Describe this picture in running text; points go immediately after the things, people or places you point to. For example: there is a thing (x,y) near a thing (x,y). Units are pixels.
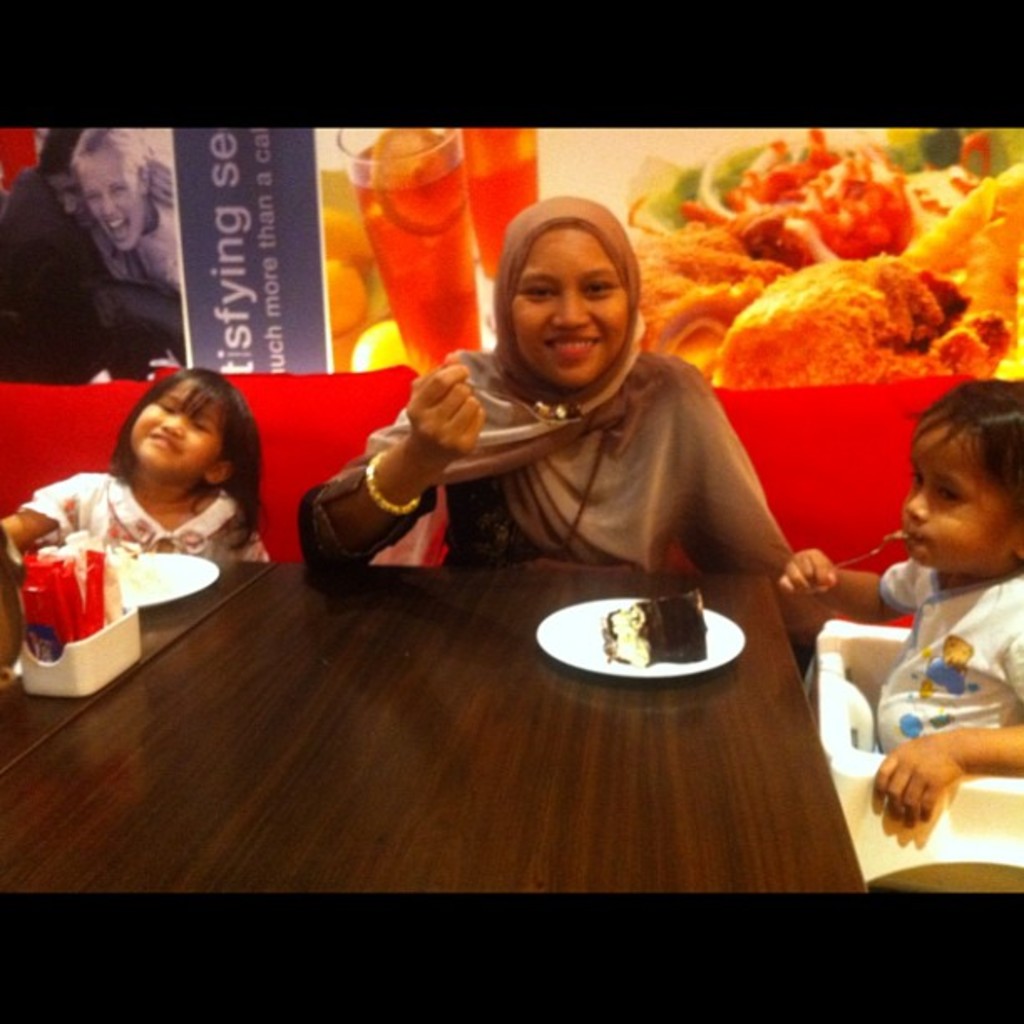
In this image we can see there are people (563,521) sitting on the chair (841,490) and holding spoons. In front of them there is a table (485,698), on the table (582,718) there is a plate (581,635) with some food item (659,612). And there is a bowl (86,662) with the red color object (84,594). At the back (463,232) there is a poster (494,240) with images (348,246) and text (220,257).
